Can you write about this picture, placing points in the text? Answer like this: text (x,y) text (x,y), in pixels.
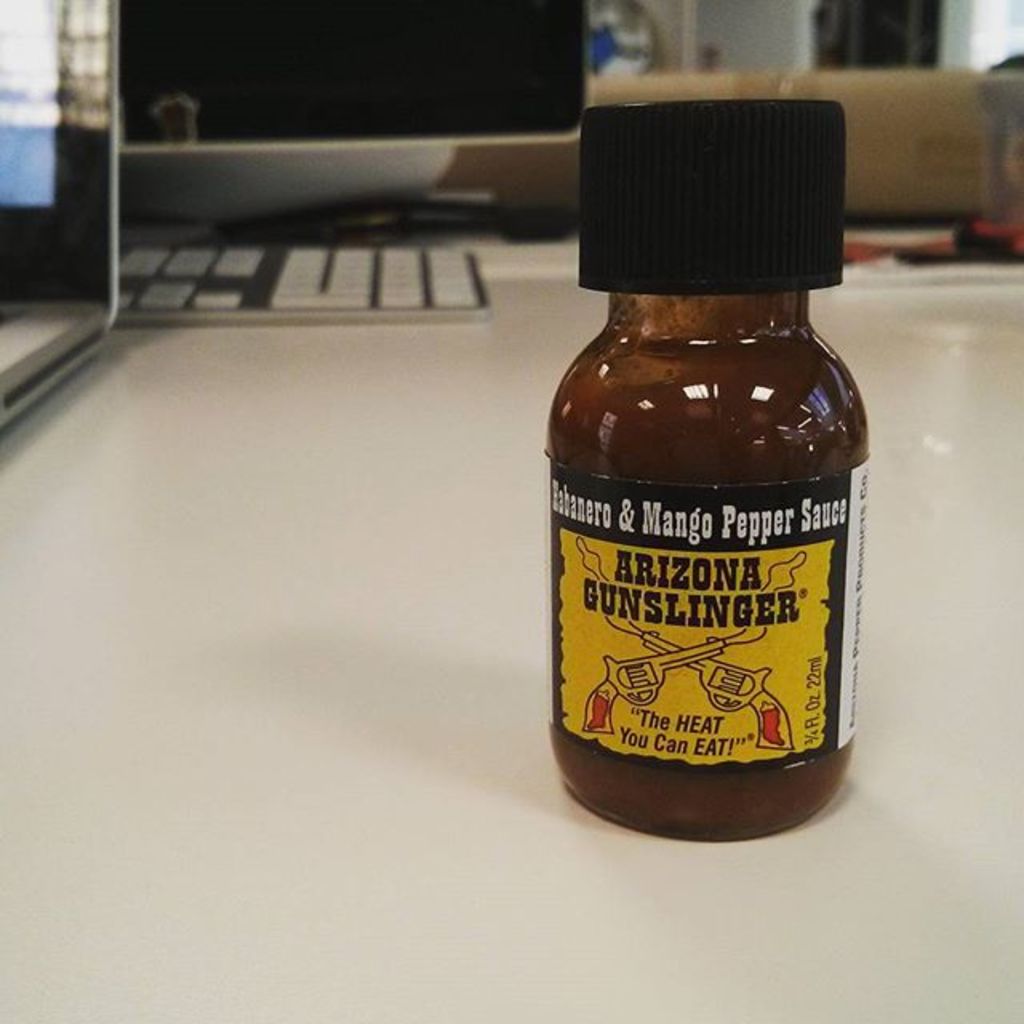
In this image, a sauce bottle (741,454) is kept on the desk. Behind that a PC (424,72) is visible which is half. In the background (759,59) wall (748,52) is visible which is white in color. This image is taken inside a room (884,32).
